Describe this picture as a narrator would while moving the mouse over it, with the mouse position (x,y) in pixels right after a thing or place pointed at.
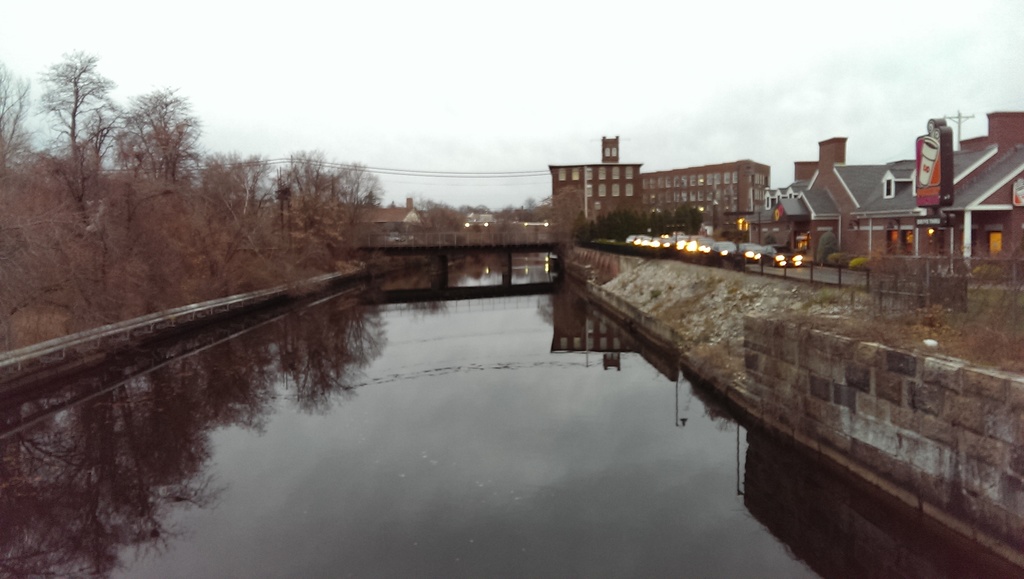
In the image we can see there are buildings (796,223) and these are the windows (632,192) of the building (685,193). We can even see there are vehicles (693,244) on the road (820,271). Here we can see water (561,379), bridge (439,253) and trees (103,248). We can see electric wires (467,172), pole (960,120), wall (855,375) and the sky (530,66).
